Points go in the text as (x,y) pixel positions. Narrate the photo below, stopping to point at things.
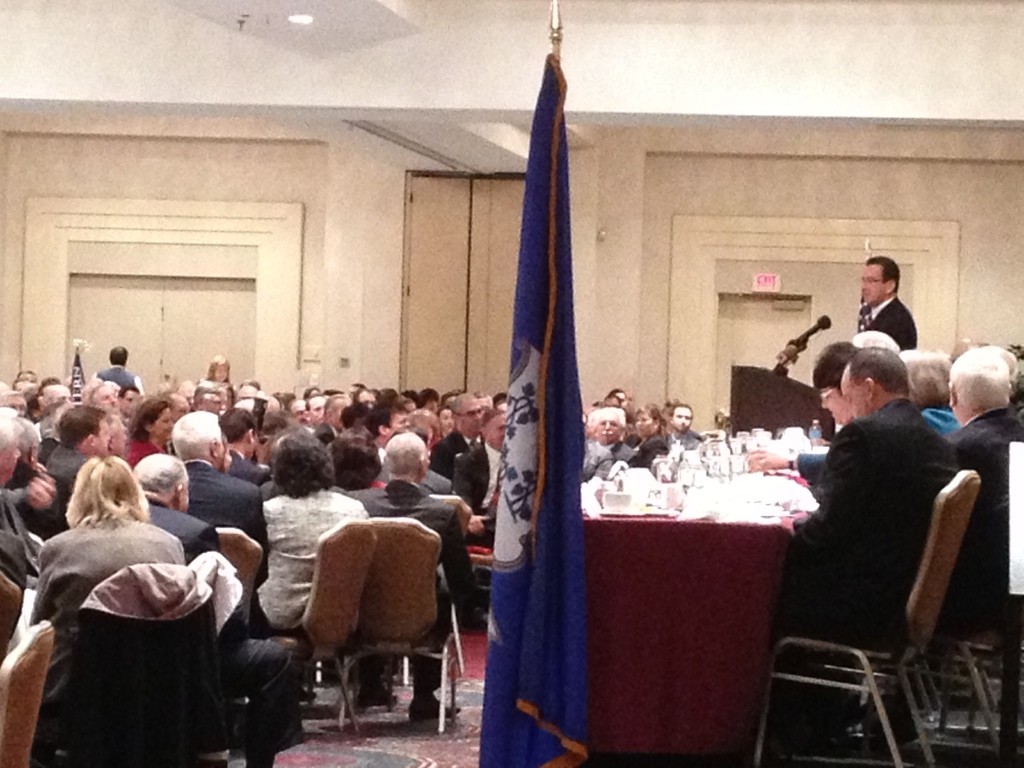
Here we can see that a group of people (878,456) are sitting on the chair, and in front (652,473) here is the table (787,485) and bottles (668,473) and many other objects (687,475) on it, and here is the flag (533,371), and a person (876,263) standing, and here is the microphone (809,339).
